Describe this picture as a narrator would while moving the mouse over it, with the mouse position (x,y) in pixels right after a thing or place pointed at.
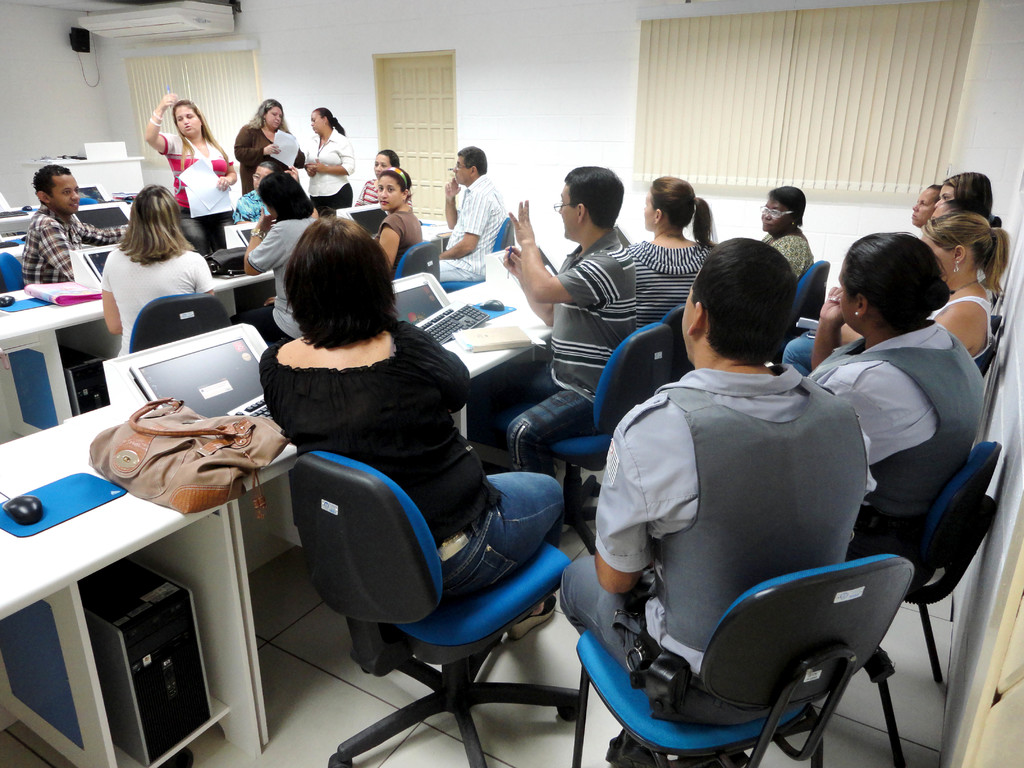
In this image I see number of people (168,251) sitting on chairs (300,518) and 3 women (207,145) standing over here and I can also see these 2 are holding papers (214,212). I can see that there are tables (9,606) in front of them and laptops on it. In the background (344,98) I see the wall (744,210) and the windows (141,59).
